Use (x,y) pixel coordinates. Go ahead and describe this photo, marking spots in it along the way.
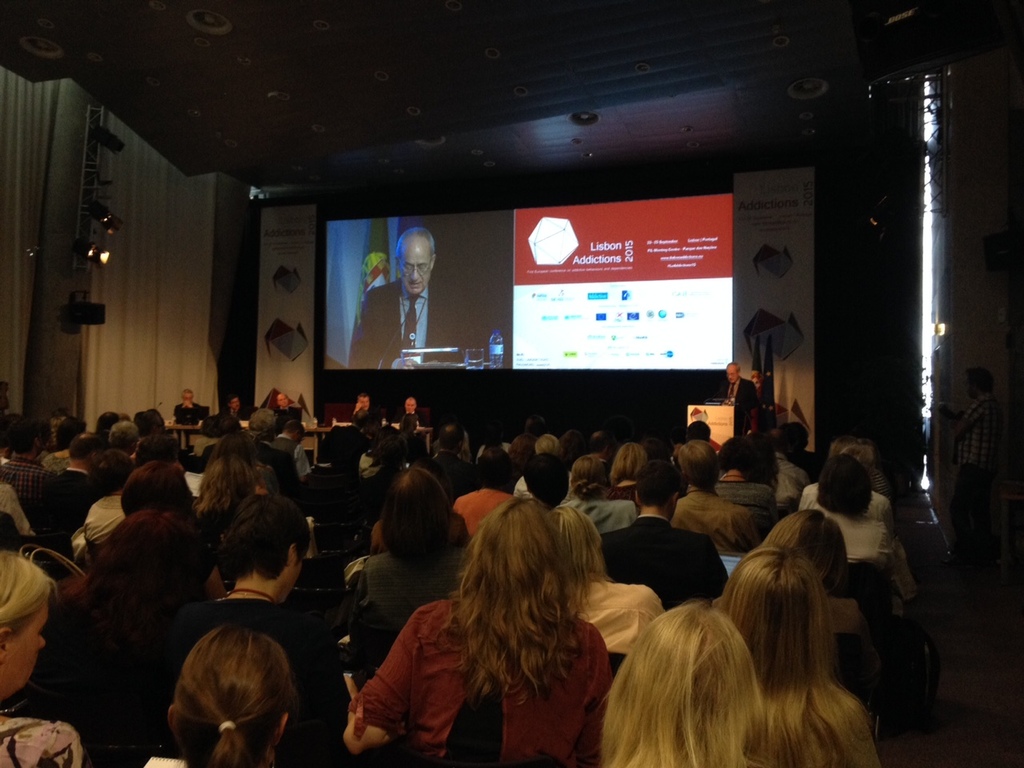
In this picture we can observe some people (290,489) sitting in the chairs (309,500). There are men (251,563) and women (403,640). We can observe a screen (422,251). On the right side (736,380) there is a person (733,393) standing in front of a podium (719,424) and speaking. On the left side (129,273) we can observe white color curtains (139,257).
